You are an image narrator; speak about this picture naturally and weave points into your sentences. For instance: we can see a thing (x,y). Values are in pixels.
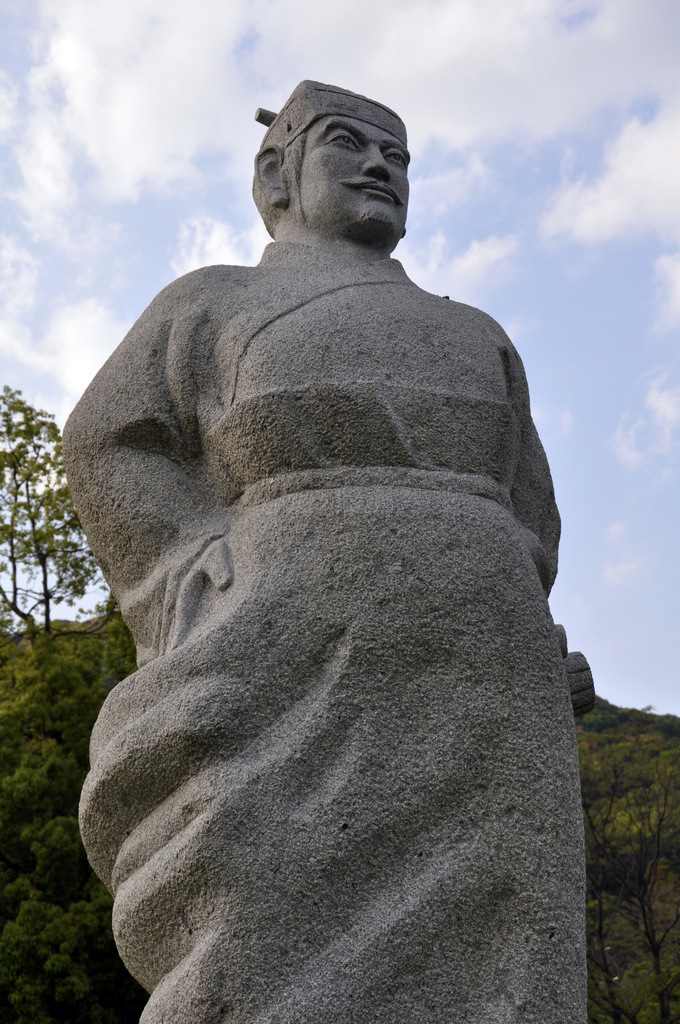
In this image we can see a statue (350,863), there are few trees (52,492) and the sky (552,142) with clouds (268,39) in the background (568,274).
